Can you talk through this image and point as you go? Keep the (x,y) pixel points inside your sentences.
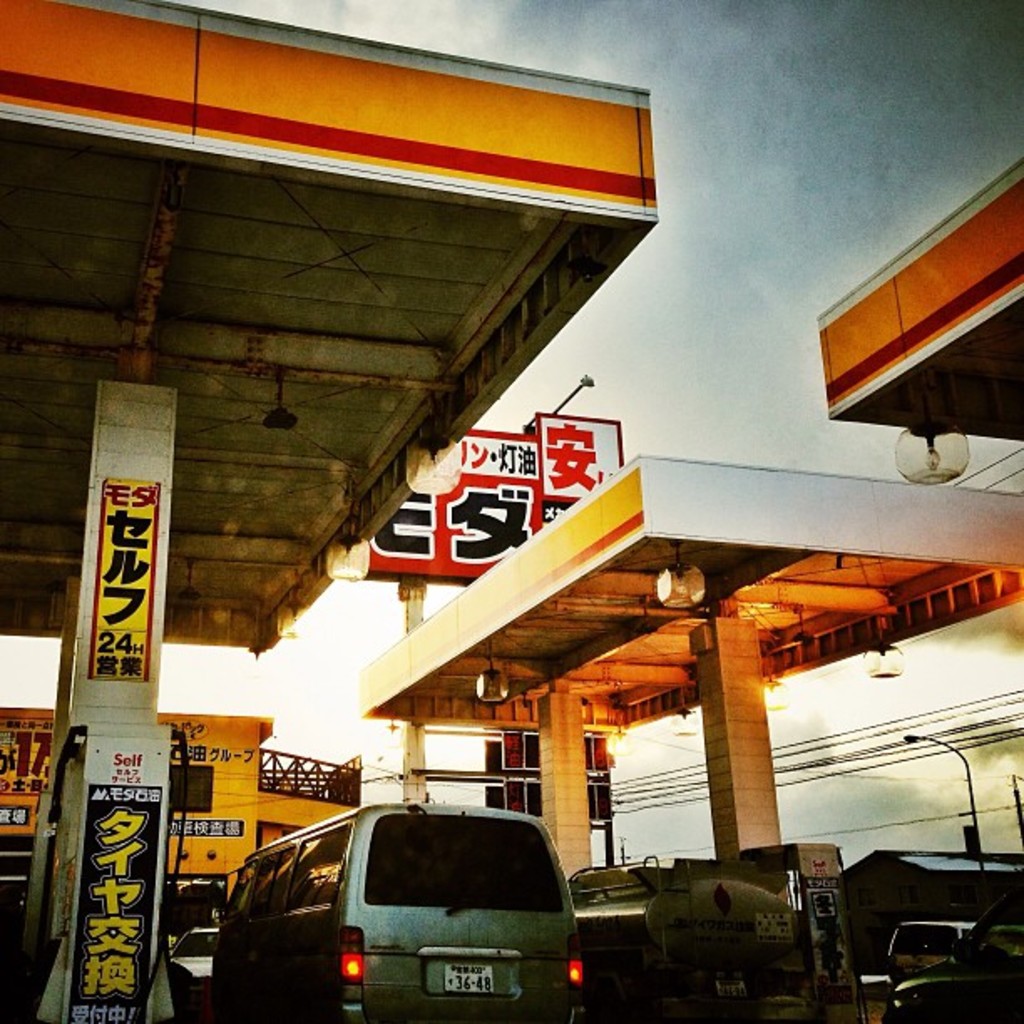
This picture shows a gas station (137,256) and we see few vehicles (345,968) and a building (204,851) and we see a blue cloudy sky (699,156).
